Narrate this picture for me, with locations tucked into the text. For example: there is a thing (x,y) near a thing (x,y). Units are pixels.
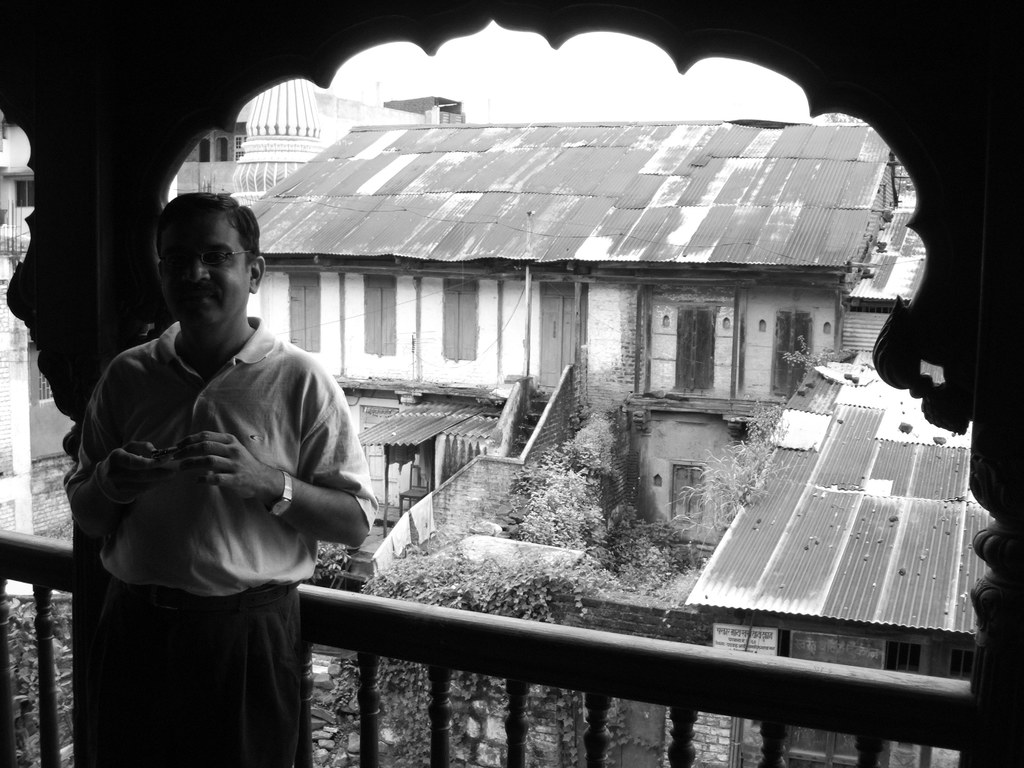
This is a black and white picture. In the foreground of the picture (239,490) there is a person (245,516) standing, near a railing (689,695). In the center of the picture (472,401) there are plants (706,501), trees (697,571) and buildings (499,438). In the background (457,155) there are buildings (430,114). Sky (586,92) is cloudy.
